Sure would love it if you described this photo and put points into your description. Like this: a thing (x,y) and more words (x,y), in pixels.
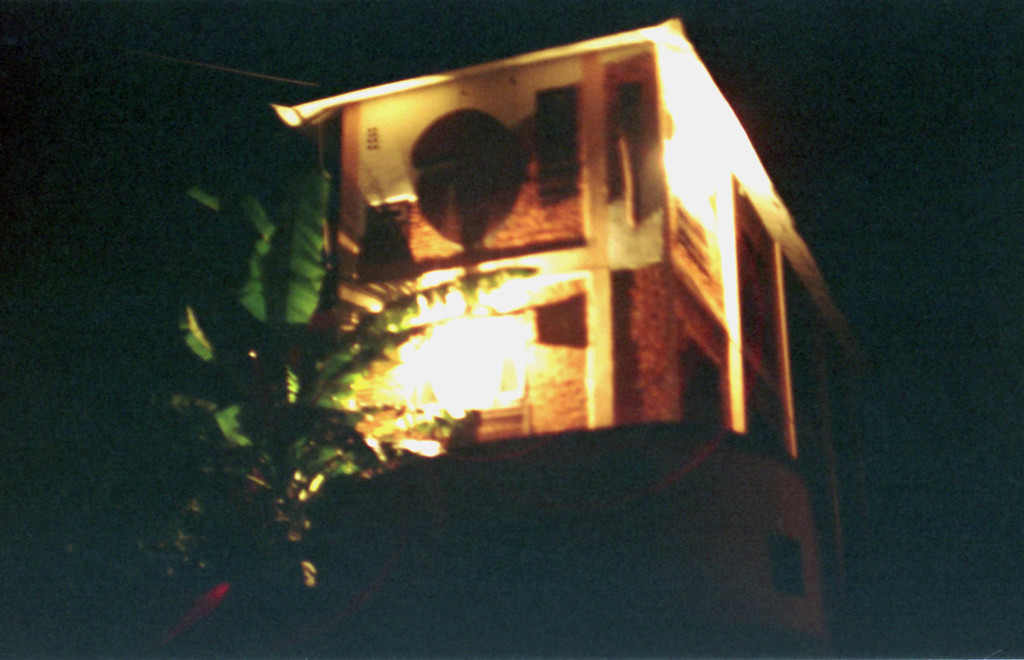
In this picture I can see there is a building (539,149) and a tree (305,356) and there are lights (467,337) attached to the building (605,390) and the backdrop (168,19) is dark.
